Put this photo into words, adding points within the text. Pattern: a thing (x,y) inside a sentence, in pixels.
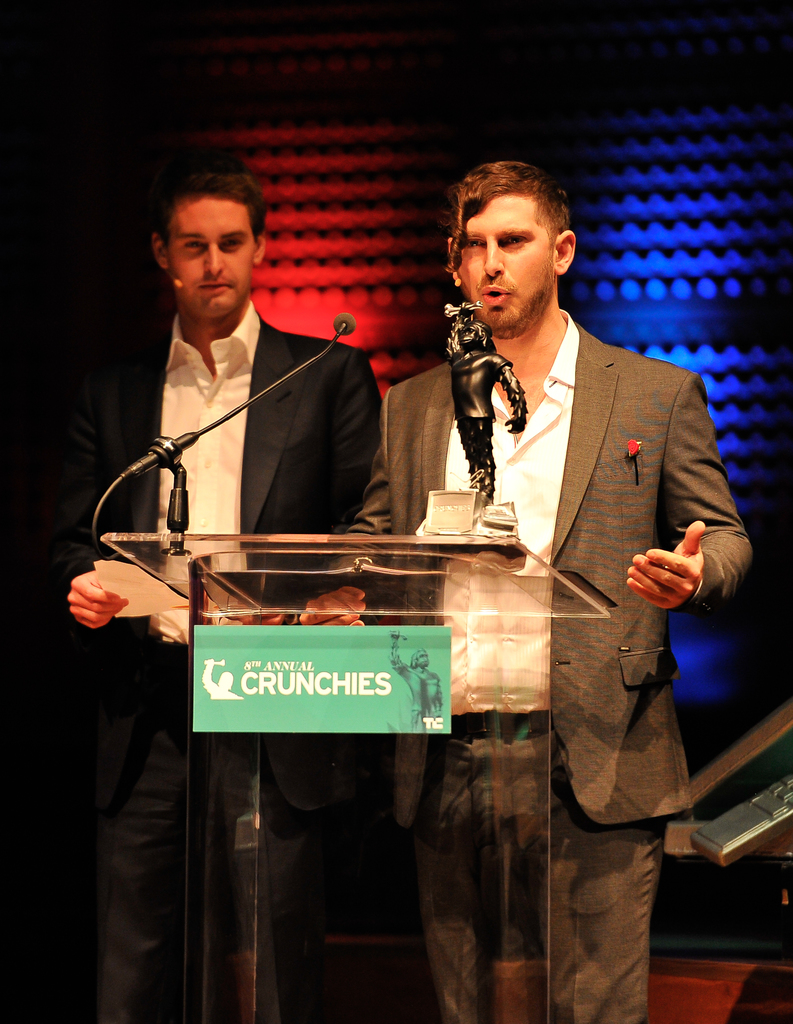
In this image two people (235,471) are standing. Before them there is a podium (339,547) having a mike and a shield (472,412) on it. There is a board (356,626) attached to the podium (206,594). Background (481,22) there is a wall (772,132). Right side (776,775) there is an object (747,816).
